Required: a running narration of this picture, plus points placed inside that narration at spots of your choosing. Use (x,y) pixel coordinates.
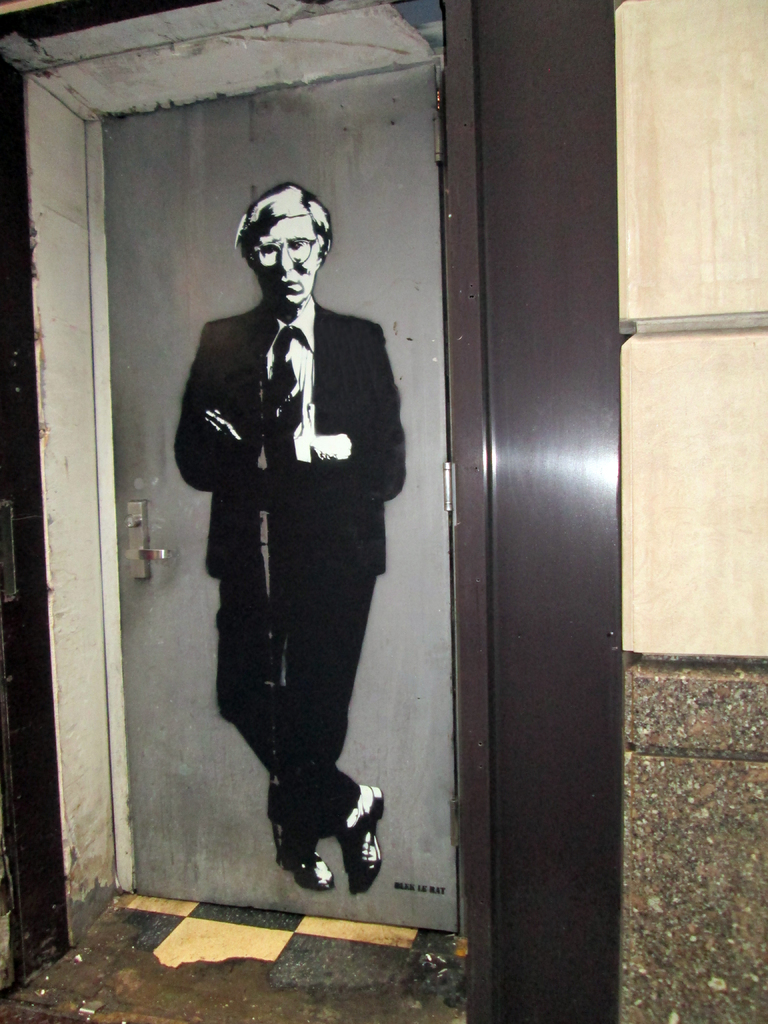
Here we can see a picture (241,476) of a man (274,462) on the door (352,698) and on the right side (634,461) we can see the wall (685,520) and at the bottom (207,976) we can see the floor (162,976).
